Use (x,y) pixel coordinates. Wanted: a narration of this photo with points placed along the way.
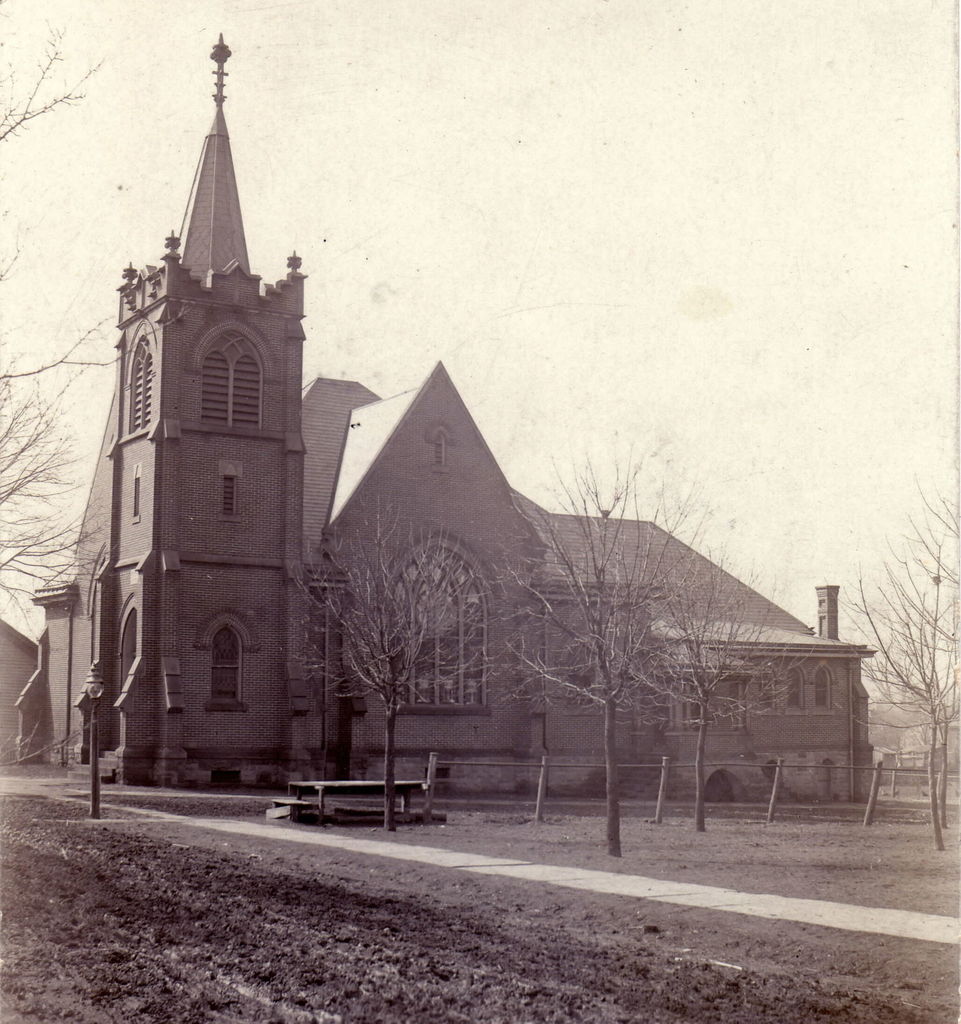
In this picture I can see there is a building (214,518) and it has few windows (256,402), doors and there are trees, there are poles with lamps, there is a walkway (59,780), the sky (529,295) is clear. This is a black and white image.
